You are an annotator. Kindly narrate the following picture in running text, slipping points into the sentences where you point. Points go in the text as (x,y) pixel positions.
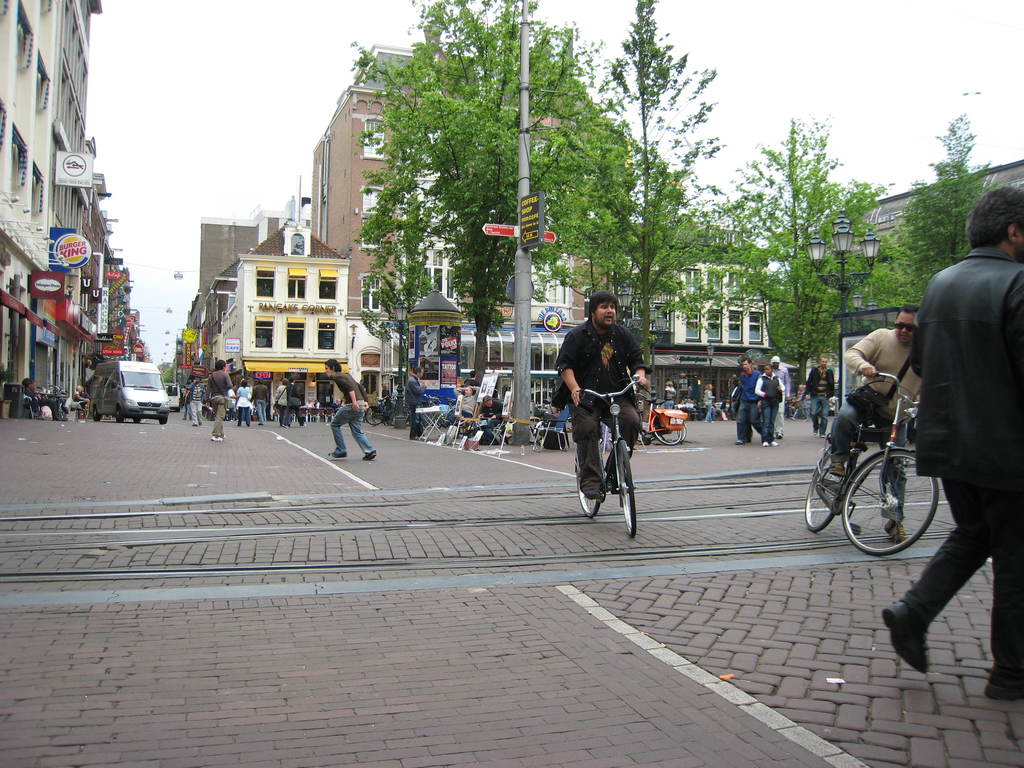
In this image we can see this persons (896,487) are riding their bicycles (886,490) on the road (561,473). We can see people (347,416), trees (460,167), buildings (256,277), pole (518,212) and sky (771,134) in the background (813,104).
